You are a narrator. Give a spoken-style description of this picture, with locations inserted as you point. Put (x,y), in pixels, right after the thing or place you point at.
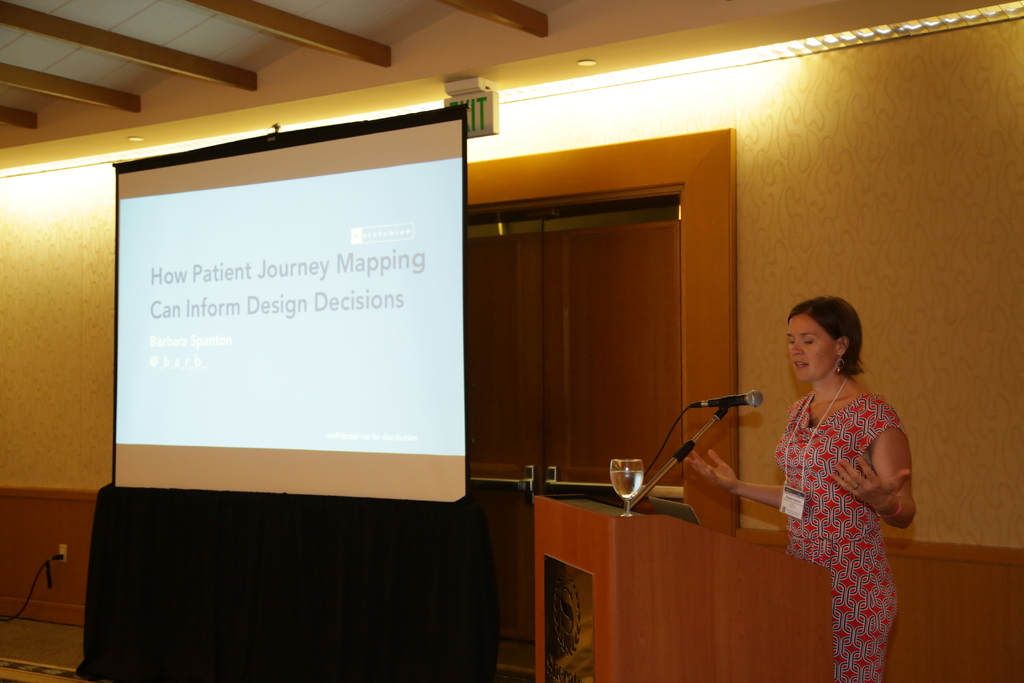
In this image, on the right (827,422), there is a lady (845,453) standing and wearing an id card (785,506) and we can see a glass (633,464) with water (618,487) and a mic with stand (718,411) are on the podium (599,582). In the background (638,322), there are doors (606,286) and we can see a screen (313,387) and lights (104,161) and a wall (52,531) and we can see a switchboard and a cable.
